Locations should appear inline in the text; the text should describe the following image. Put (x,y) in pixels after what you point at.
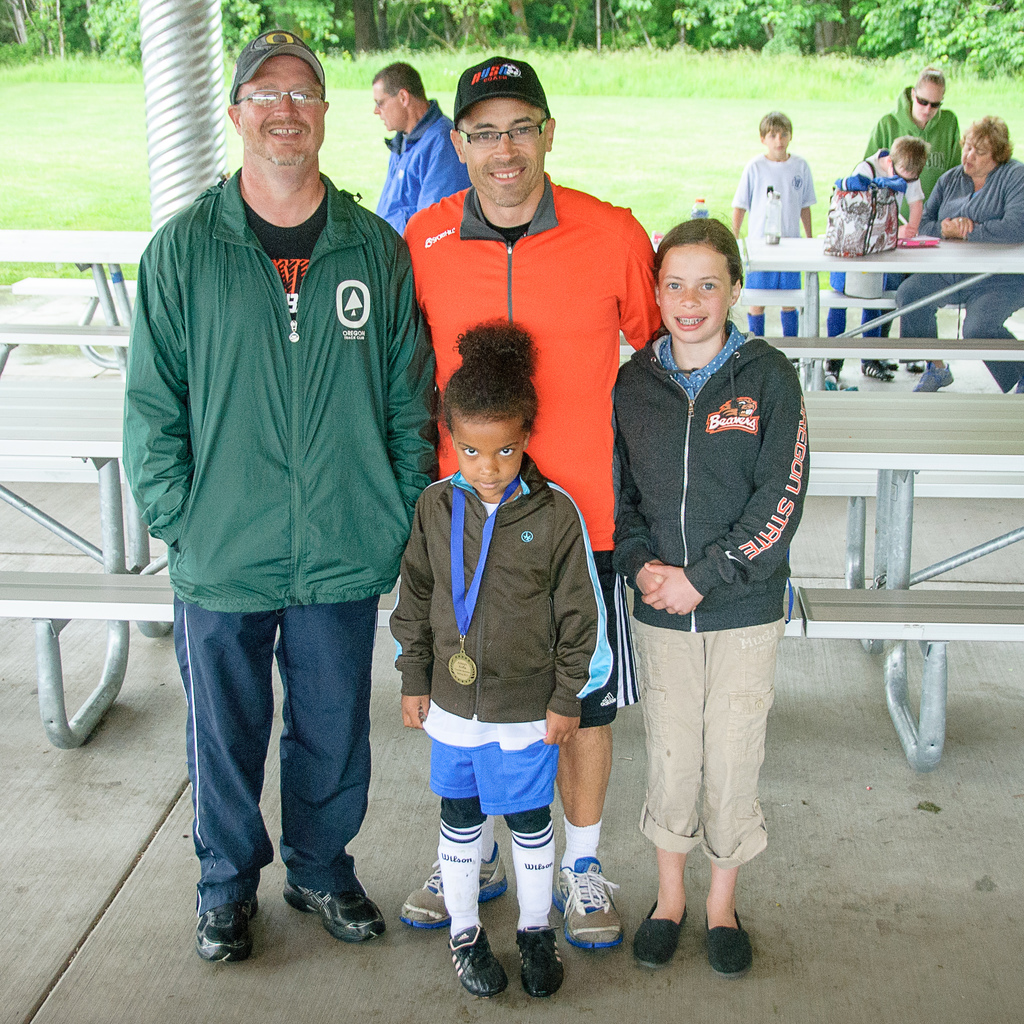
In this picture we can see four persons (655,618) are standing in the front (557,592), there are benches (863,535) in the middle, in the background (958,195) we can see a woman (1009,217) is sitting and three persons (915,165) are standing, we can also see some grass (659,114) and trees (689,41) in the background (601,60), there is another person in the middle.
